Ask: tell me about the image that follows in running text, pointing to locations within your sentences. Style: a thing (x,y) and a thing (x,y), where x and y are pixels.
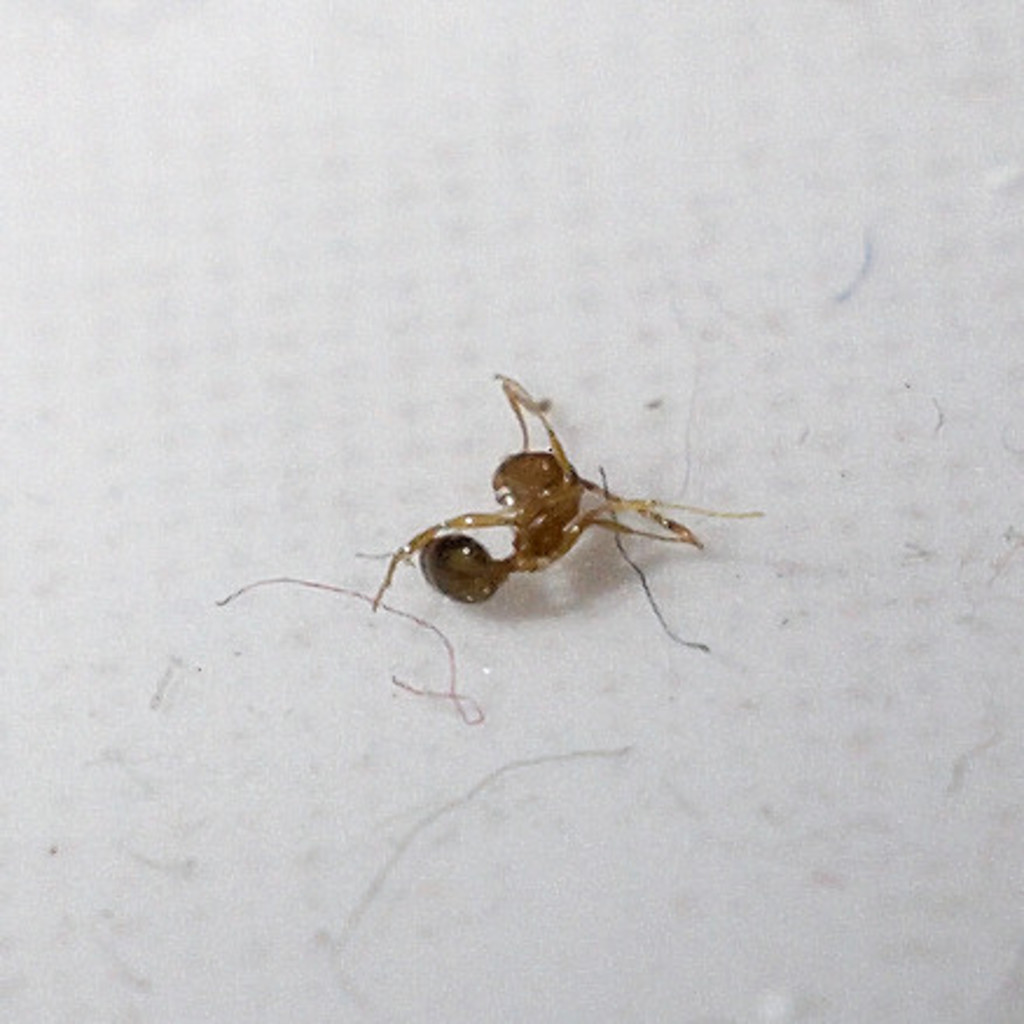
In this image there is an insect (452,577) on the surface (423,440) which is in white color.
